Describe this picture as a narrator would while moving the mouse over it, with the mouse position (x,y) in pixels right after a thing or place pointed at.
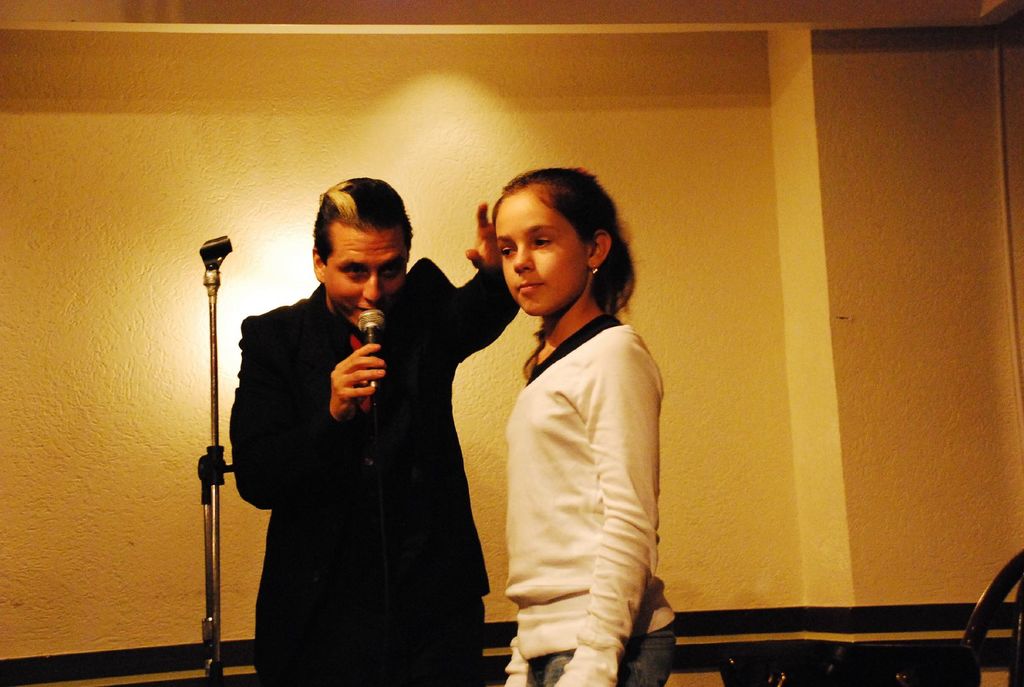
In this picture there is a man (368,191) who is holding a mic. In front of him there is a girl (543,464) who is wearing white t-shirt (529,614) and trouser (636,661). Beside him there is a mic stand (212,671) and table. In the back (306,122) I can see the light beam (399,151) on the wall (763,231).
